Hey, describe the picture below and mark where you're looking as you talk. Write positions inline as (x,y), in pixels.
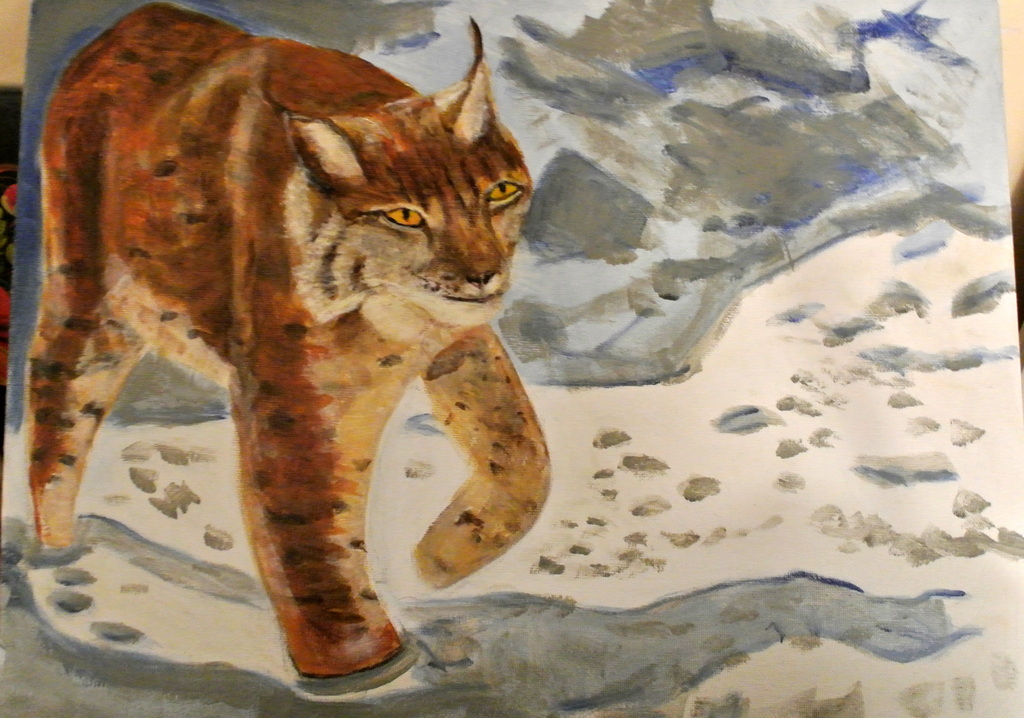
In the foreground of this image (523,71), there is a painted paper (916,282) where there is a lynx (283,396) and snow (826,459) on it. In the background (1004,15), there is a wall (1003,29).
